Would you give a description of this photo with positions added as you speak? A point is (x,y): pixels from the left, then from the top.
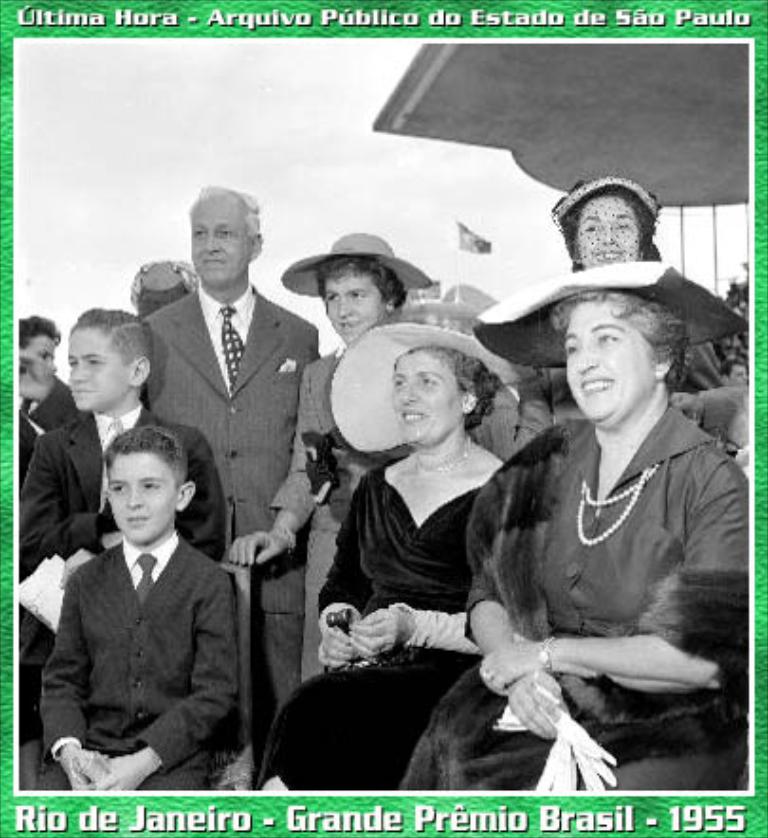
In this image we can see a black and white photo with the border (51,41) and there are some people (92,769) and among them few people (203,628) are sitting and few people (204,546) are standing. We can see a flag (486,249) in the background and at the top (172,134) we can see the sky (270,133) and there is some text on the image.
